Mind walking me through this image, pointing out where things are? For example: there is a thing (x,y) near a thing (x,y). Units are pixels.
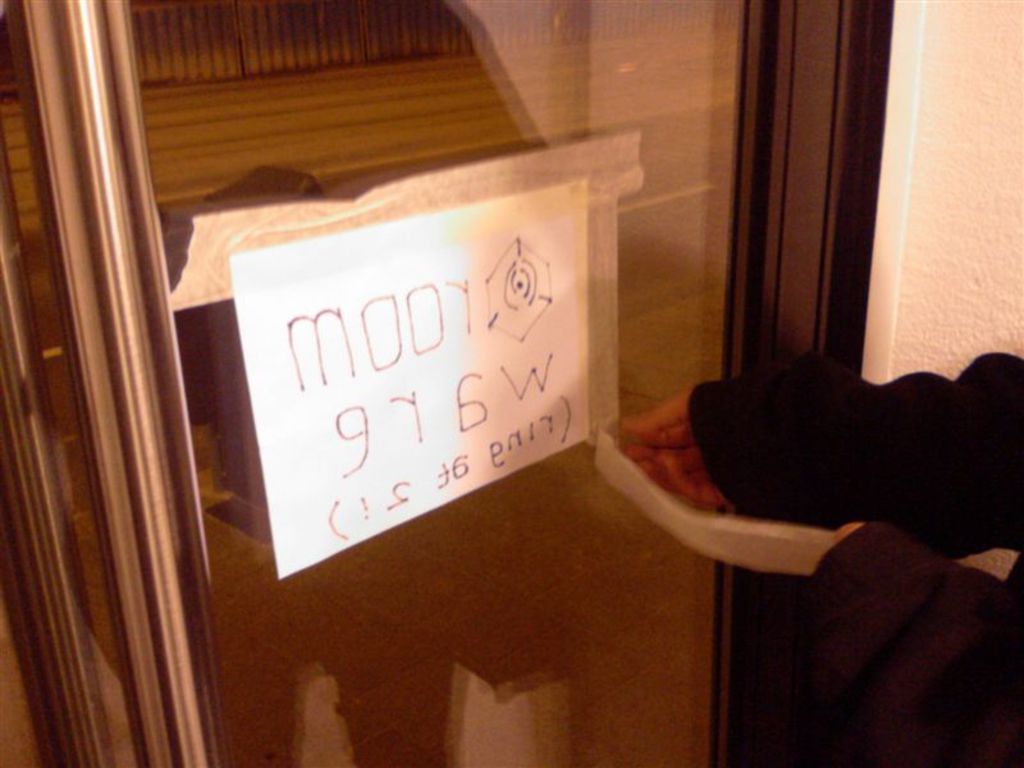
In this picture we can see a paper (404,285) on the door (760,361), and a person (801,447).
